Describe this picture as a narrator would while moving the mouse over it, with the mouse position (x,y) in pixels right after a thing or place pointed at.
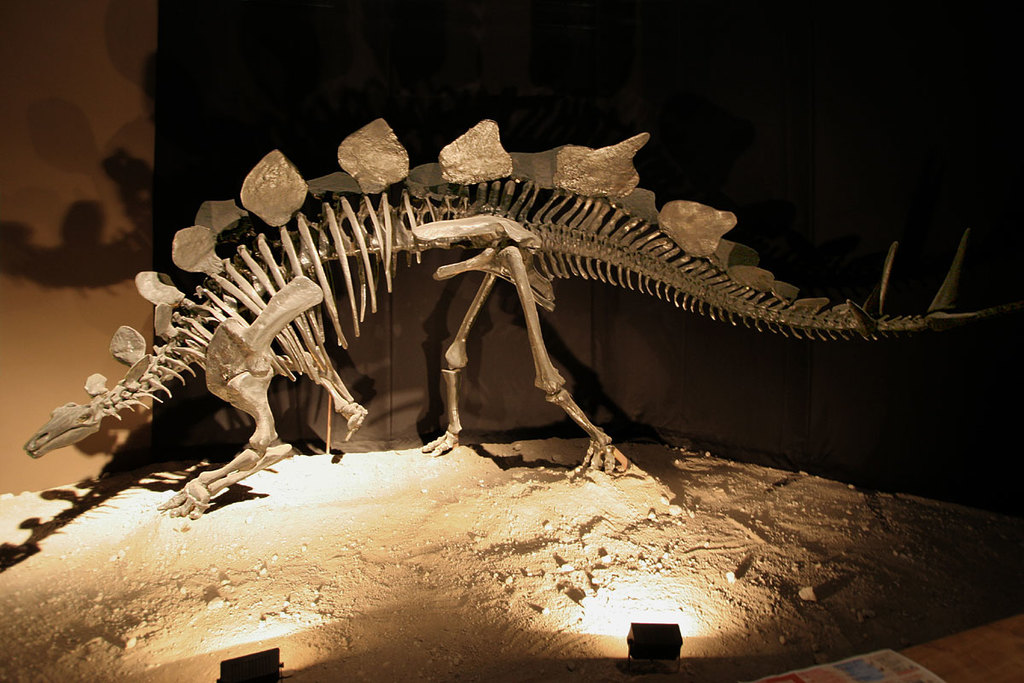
In this image I can see skeleton of an animal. Also there are lights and there is a wall (62,285). And in the background (525,72) it looks like a board (483,56) or a curtain (511,68), and in the bottom right corner (893,656) there is an object (828,668).
